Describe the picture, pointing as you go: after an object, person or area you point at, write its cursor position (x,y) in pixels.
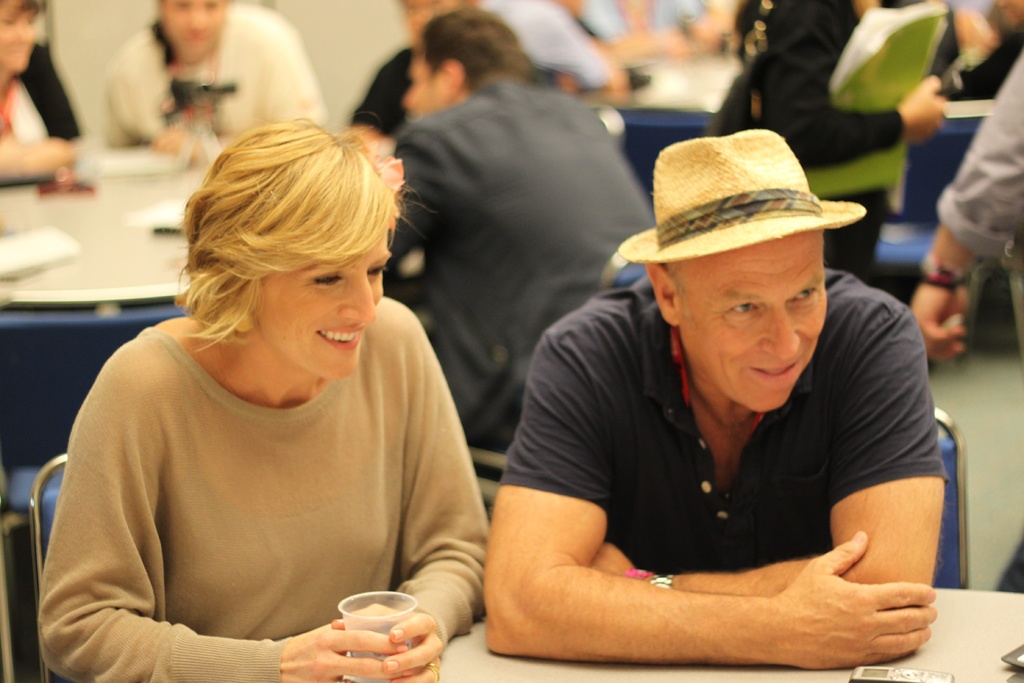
In the center of the image (427,421) we can see a man (580,541) and a lady (312,601) sitting. The lady (312,601) sitting on the left (309,577) is holding a glass (372,621) in her hand (374,647). At the bottom (474,660) there is a table (1014,621) and we can see a mobile (879,671) placed on the table (600,668). In the background (595,173) there are people (448,85) sitting and we can see tables (697,89).
